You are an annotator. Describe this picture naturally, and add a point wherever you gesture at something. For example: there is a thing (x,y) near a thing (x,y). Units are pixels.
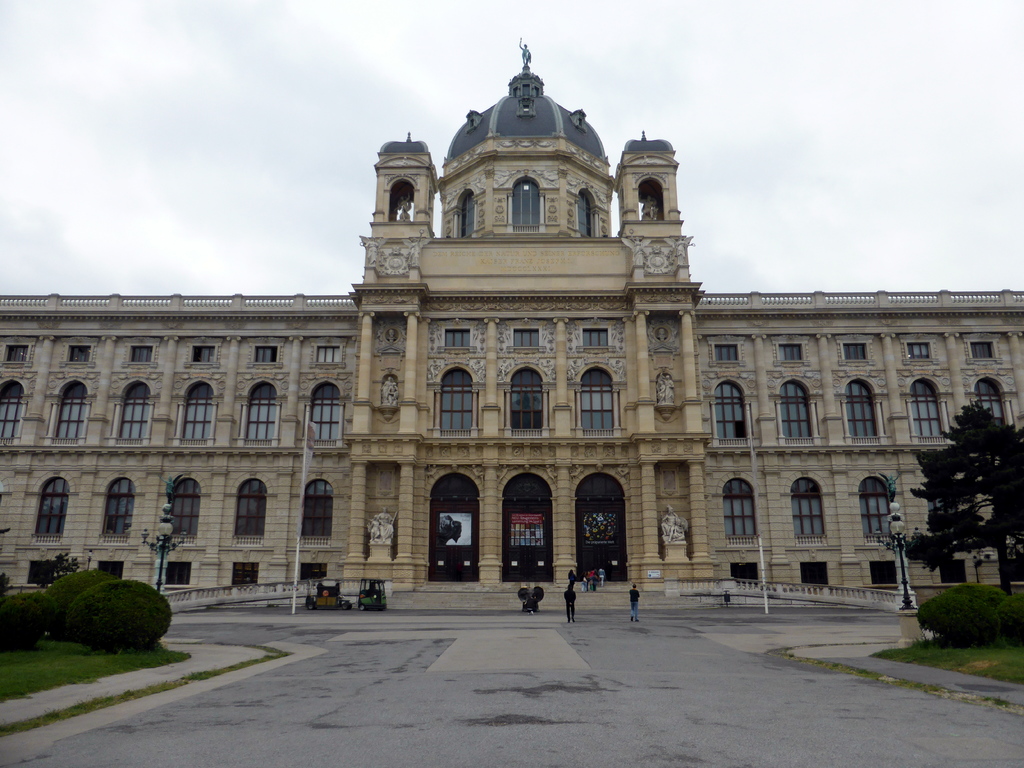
In the center of the image (559,302) there is a building (498,529). At the bottom of the image (605,723) there is road (445,746). To the right side of the image (943,505) there is tree (915,550). There are plants (955,638). There is grass (976,657). At the top of the image (813,111) there is sky (645,94).
